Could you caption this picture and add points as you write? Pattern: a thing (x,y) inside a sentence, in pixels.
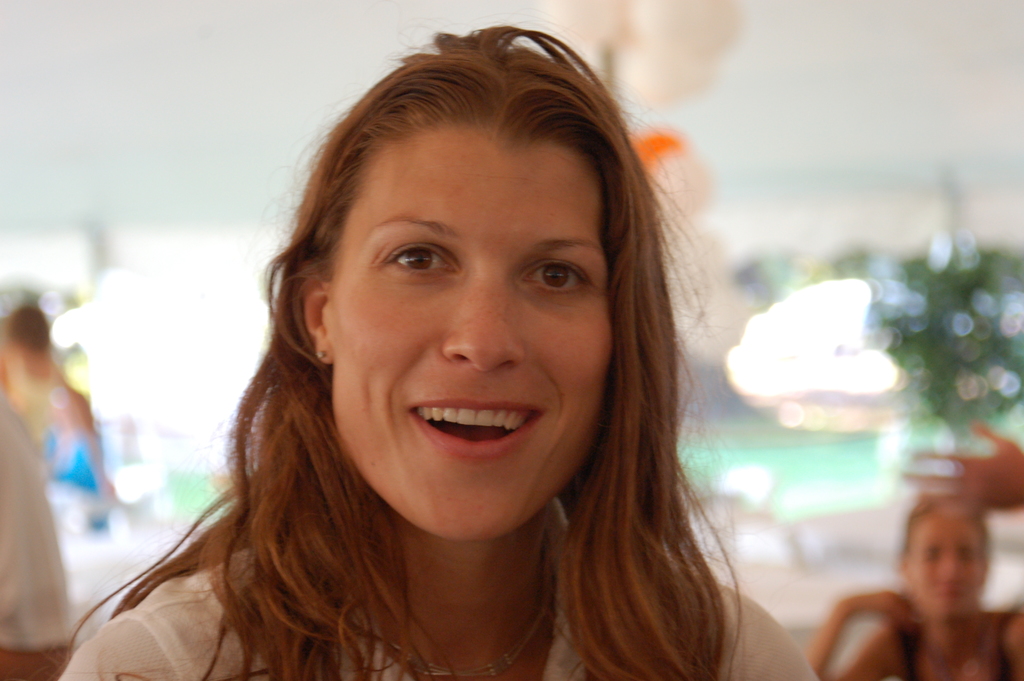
In this image, we can see a woman (469,517) is watching and smiling. Background (174,433) we can see the blur view. Here we can see few people (62,434).
